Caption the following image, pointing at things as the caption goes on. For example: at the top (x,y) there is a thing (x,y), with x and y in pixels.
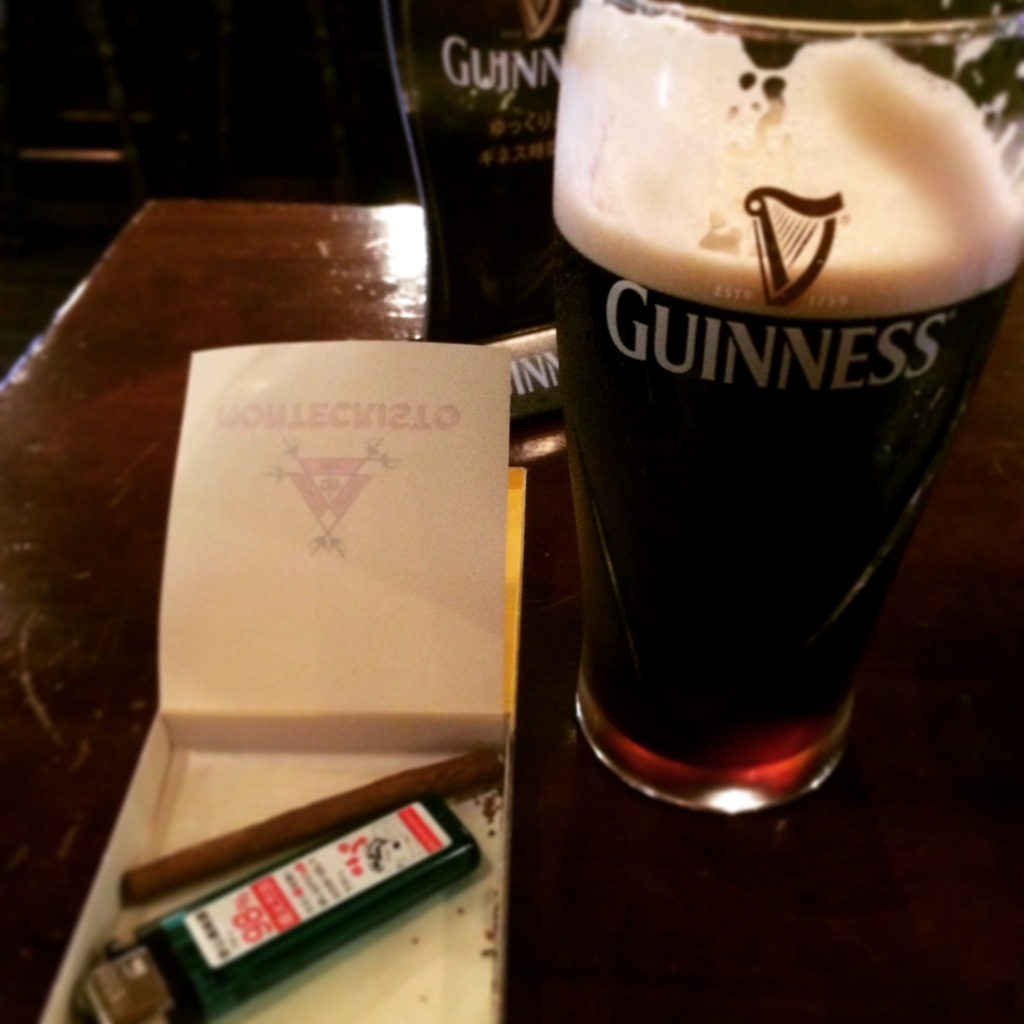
As we can see in the image there is a table (152,403). On table (2,933) there are glasses (781,400), box (376,348), paper (399,600) and lighter (349,883).
